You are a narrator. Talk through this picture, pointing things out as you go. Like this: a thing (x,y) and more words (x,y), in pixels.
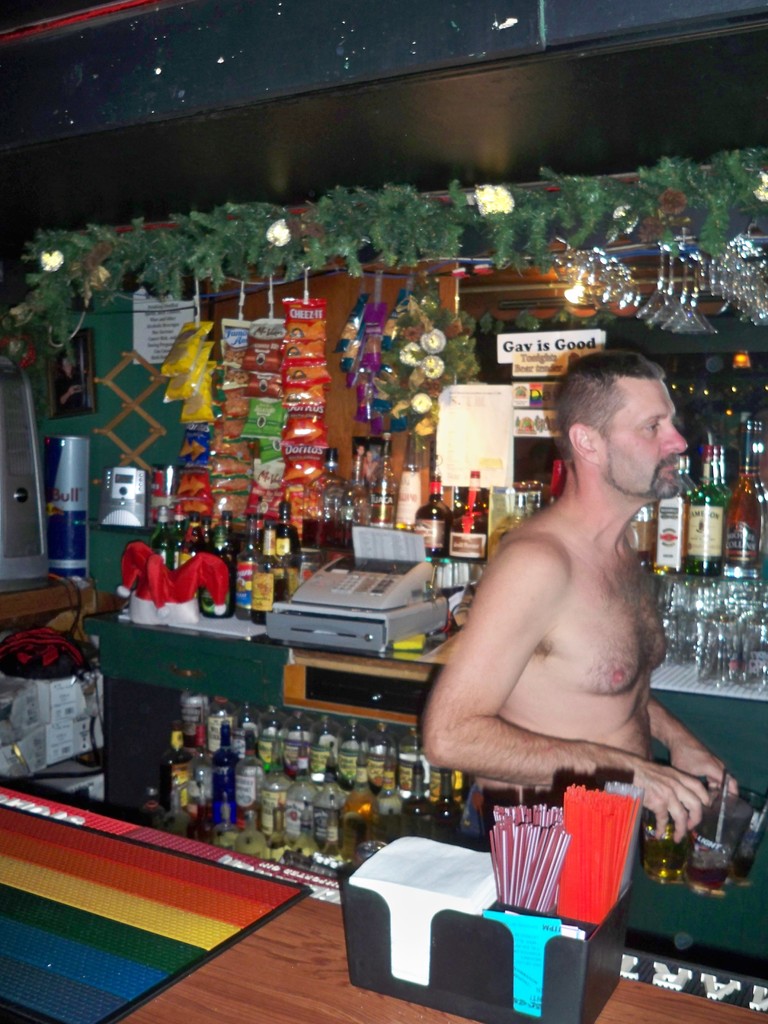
In this image there is a person (562,705) standing behind the table (311,912) having a tray (470,958) which is having few papers (447,893) and straws (534,885) in it. Behind him there are few shelves (260,660) having few bottles (314,740) and machine (329,604) on it. Few packets (225,322) are hanged from the rod (364,271). Few glasses (742,284) are hanged at the right side of the image (748,277).
